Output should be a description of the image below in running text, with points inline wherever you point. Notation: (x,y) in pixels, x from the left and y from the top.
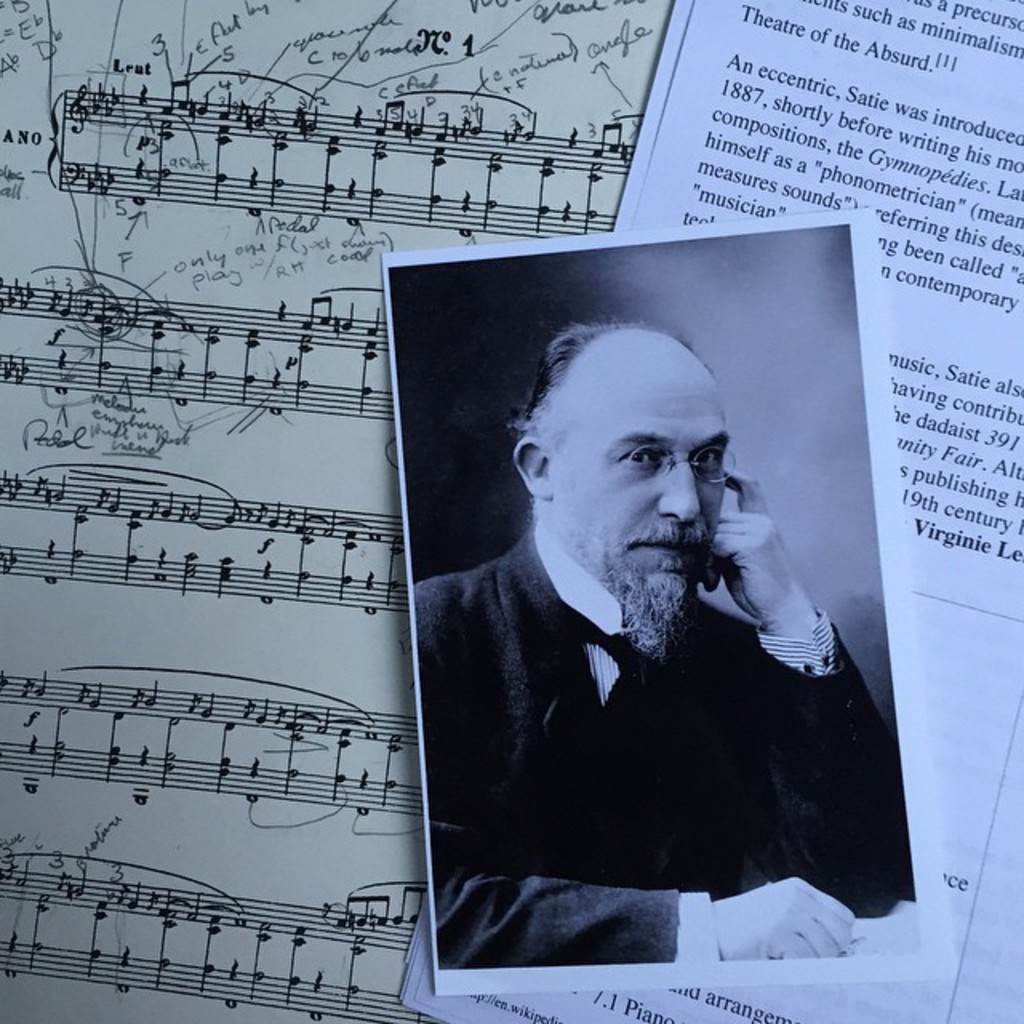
In this image I can see few papers (261,222) and something is written on the papers (276,147). I can see the black and white picture (520,750) of a person (575,608) wearing white and black colored dress (544,723).
